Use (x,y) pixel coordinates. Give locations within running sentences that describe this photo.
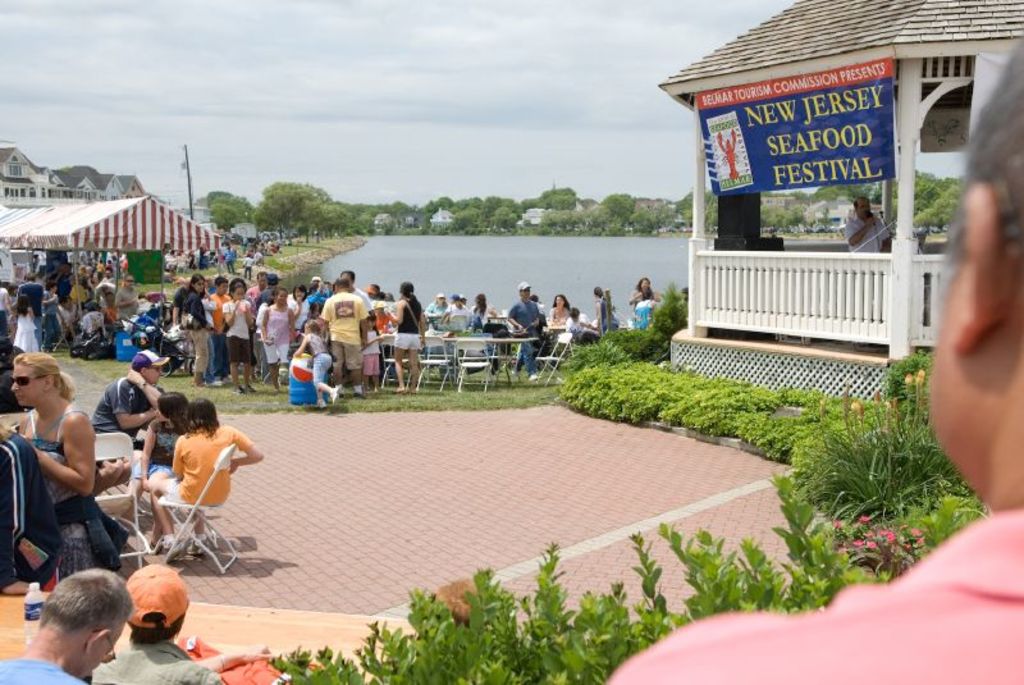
In this image I can see number of people (71,618) where few (51,611) are sitting on chairs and rest (89,276) all are standing. In the background (148,231) I can see a tent (171,215), few buildings (77,174), number of trees (283,221), clouds (256,128), the sky (459,80) and here I can see something is written.
